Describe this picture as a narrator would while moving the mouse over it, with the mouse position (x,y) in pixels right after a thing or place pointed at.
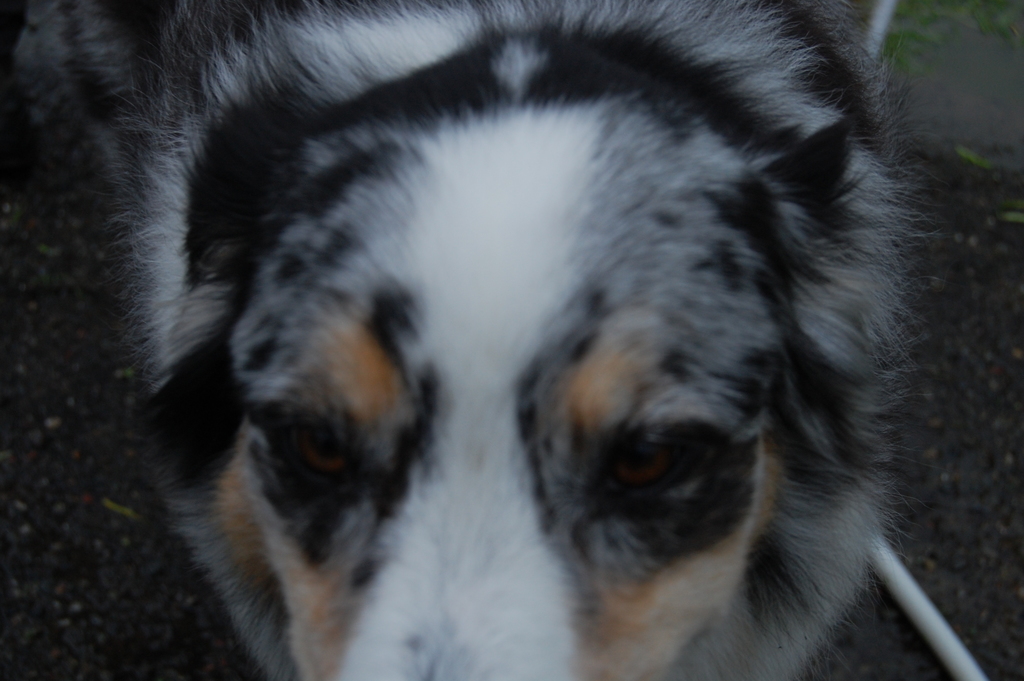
In the image there is an animal (419,478) with white and black fur (837,444). At the right bottom of the image (916,615) on the floor (1002,669) there is a white pipe (914,616).
